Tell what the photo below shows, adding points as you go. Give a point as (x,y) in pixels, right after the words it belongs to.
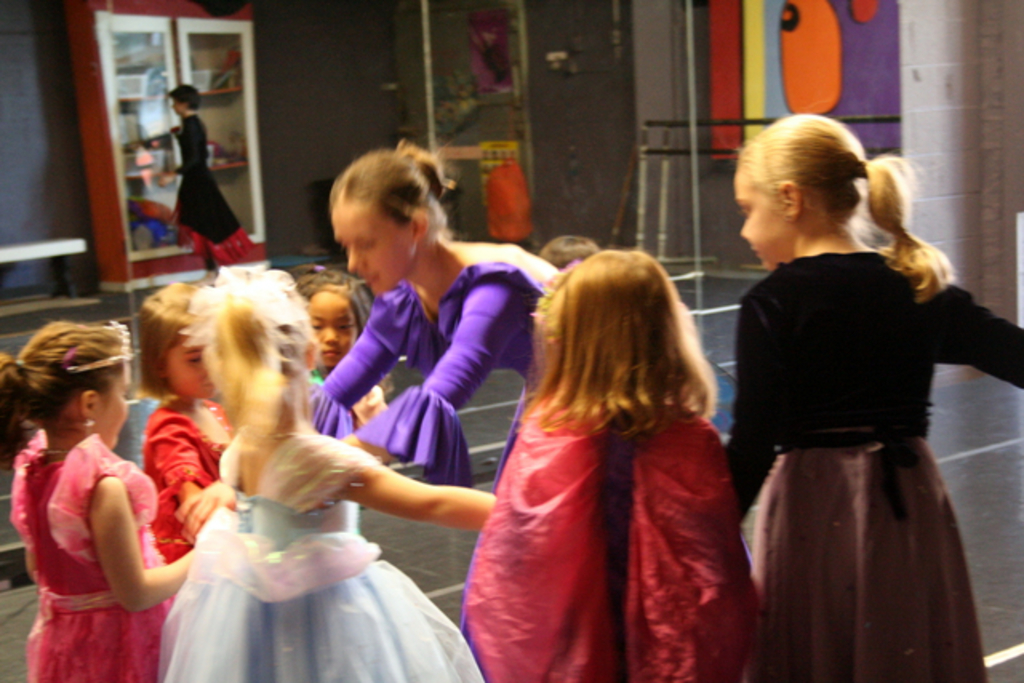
In this image there are group of girls (553,378) standing together along with women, beside them there is a shelf (140,42) with some things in it and some wall paints (813,4).
